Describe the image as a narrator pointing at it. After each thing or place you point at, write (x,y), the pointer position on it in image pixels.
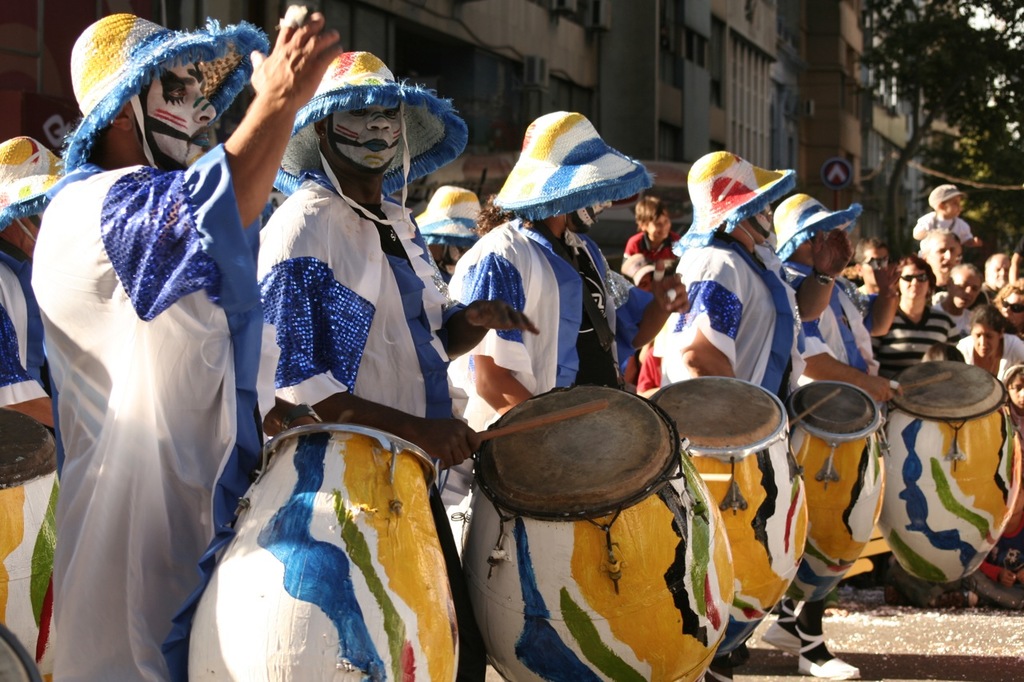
In this image, we can see some people (739,314) standing and they are holding wooden music (819,483), drums (940,471), we can see trees (942,36) on the right side (939,23), we can see some buildings (704,53).
